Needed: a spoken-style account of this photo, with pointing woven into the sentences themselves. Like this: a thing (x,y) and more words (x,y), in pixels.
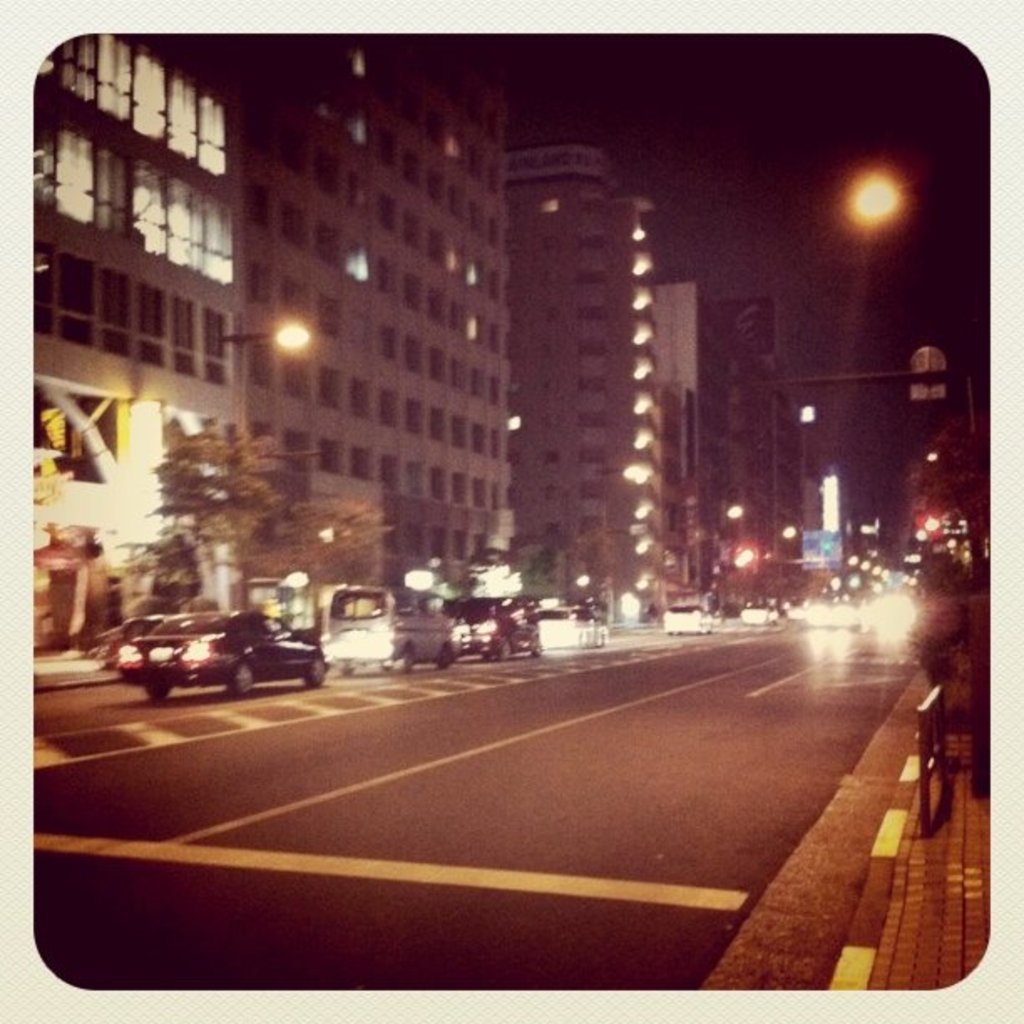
In this image I can see few buildings (475,426), windows (458,429), trees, light-poles (277,340), few vehicles (384,600) and fencing (933,747). The image is dark.
